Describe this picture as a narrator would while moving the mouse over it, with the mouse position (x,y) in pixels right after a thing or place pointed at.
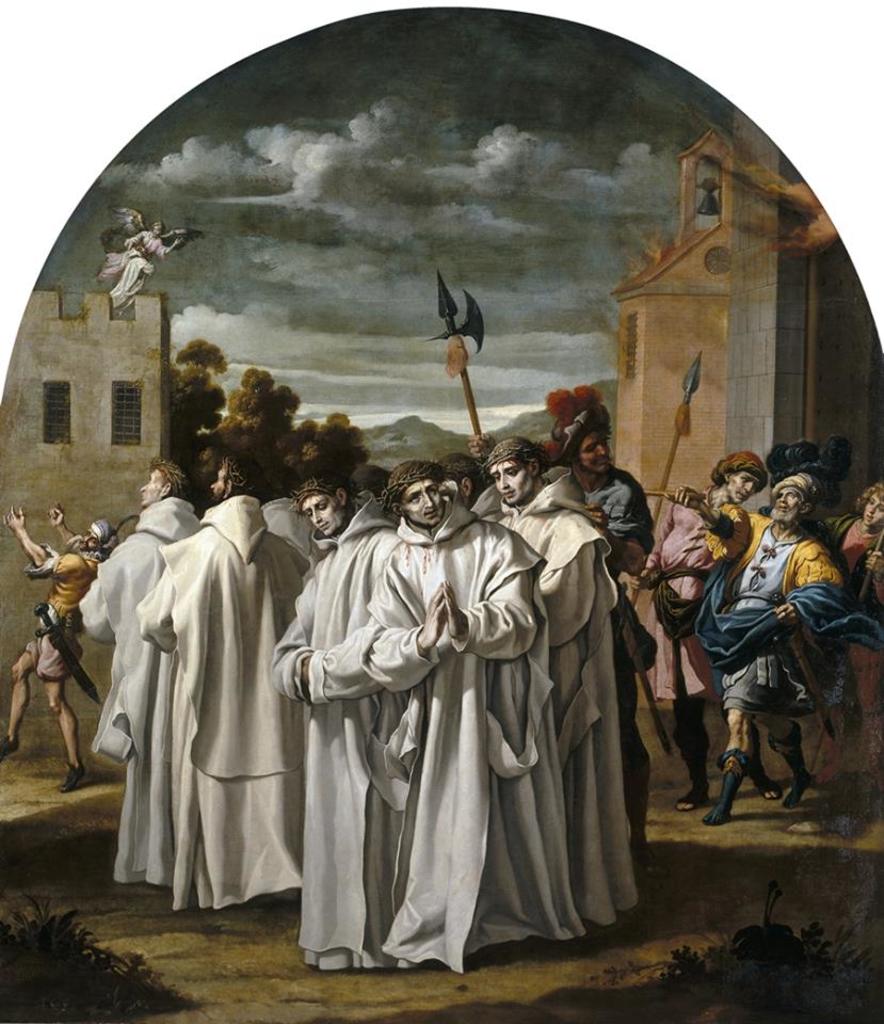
In this image we can see a picture of a group of people (608,603) wearing dress (530,632) are standing on the ground (728,836). One person (686,497) is holding a stick (661,497) in his hand (699,497). In the background (706,308), we can see buildings (668,320) with windows (716,253), a bell (713,198), group of trees (324,451), plants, some weapons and the cloudy sky (418,171).
